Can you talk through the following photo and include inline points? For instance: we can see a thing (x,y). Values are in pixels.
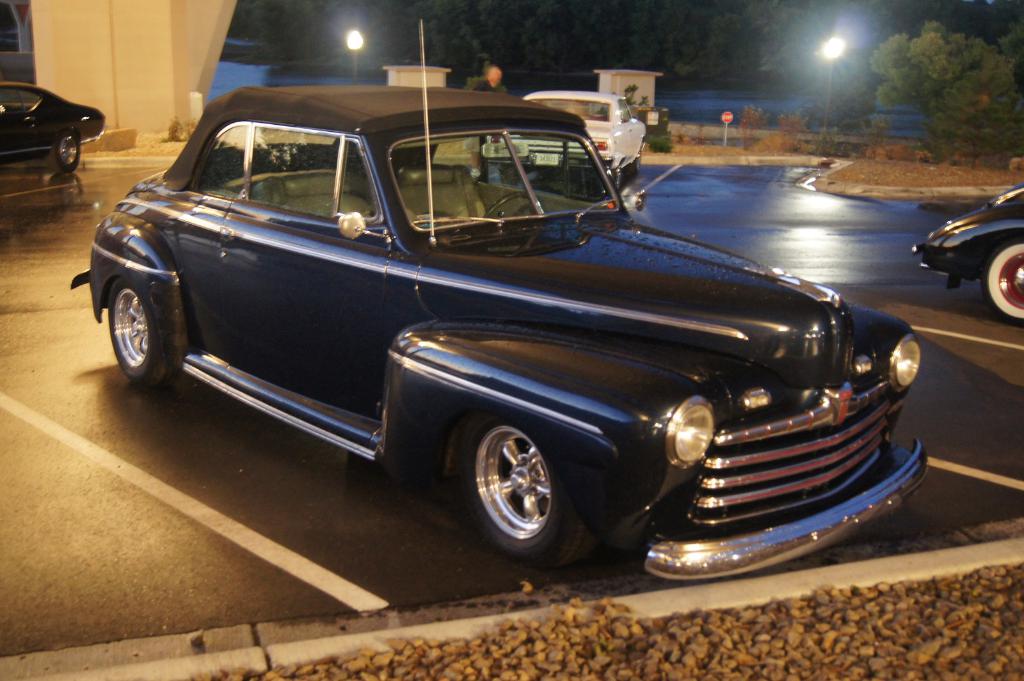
In this picture we can see cars (210,325) on the road (873,210), stones (568,665), poles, lights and in the background (823,9) we can see trees (414,39).
